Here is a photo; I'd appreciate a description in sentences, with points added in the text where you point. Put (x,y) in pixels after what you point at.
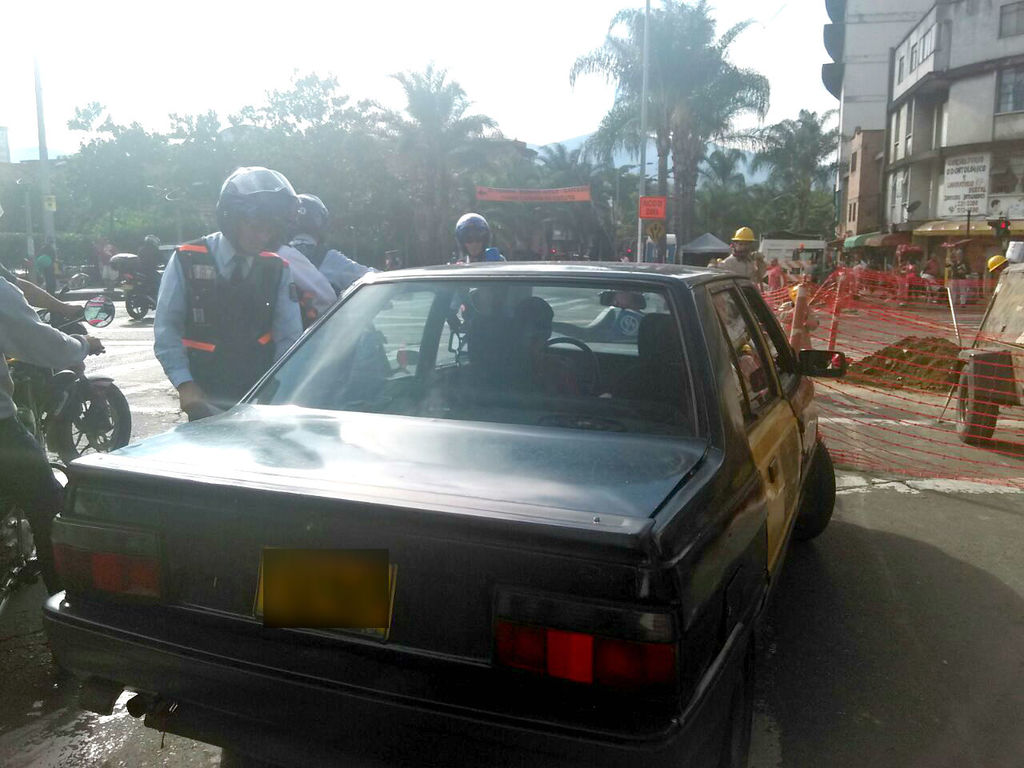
In this image we can see a car (536,529) placed on the road (801,660). We can also see a group of people (245,315) wearing helmets (752,234) and some people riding motor bikes (118,399). On the right side (831,294) we can see the net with some poles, a heap of mud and a vehicle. On the backside (905,119) we can see a building (1000,148) with windows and a signboard (1002,212), a banner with some text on it, a group of trees (572,182), poles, the hill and the sky (543,113) which looks cloudy.
